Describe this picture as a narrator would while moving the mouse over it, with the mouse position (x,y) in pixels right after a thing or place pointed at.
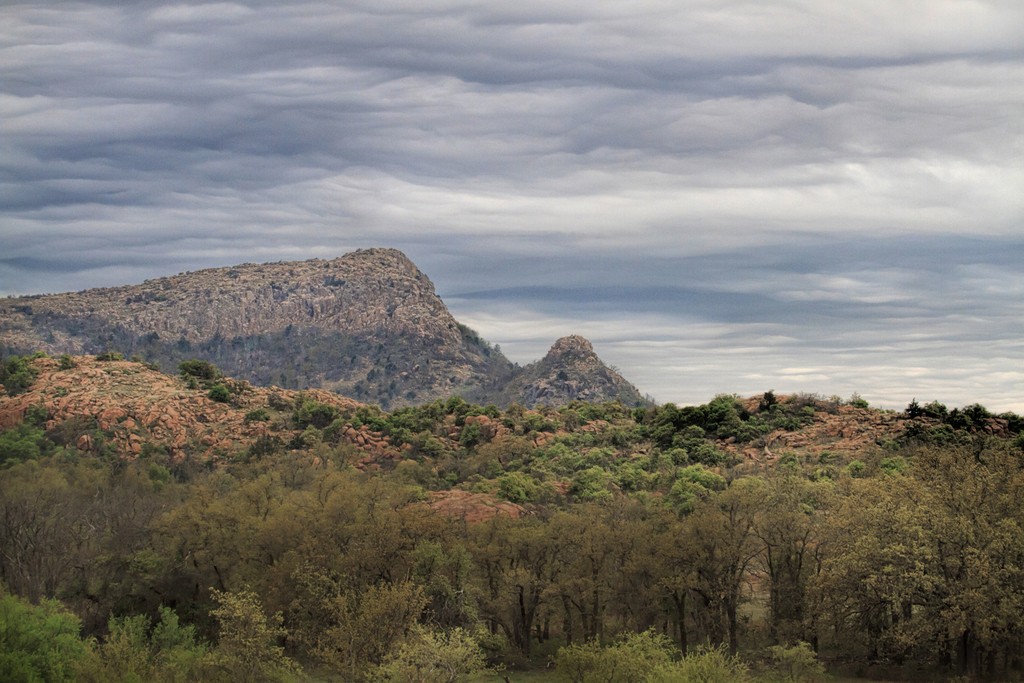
In this picture there is greenery (206,377) at the bottom side of the image (533,527) and there is sky (405,90) at the top side of the image (475,101), there is a mountain (85,326) on the left side of the image (184,283).
